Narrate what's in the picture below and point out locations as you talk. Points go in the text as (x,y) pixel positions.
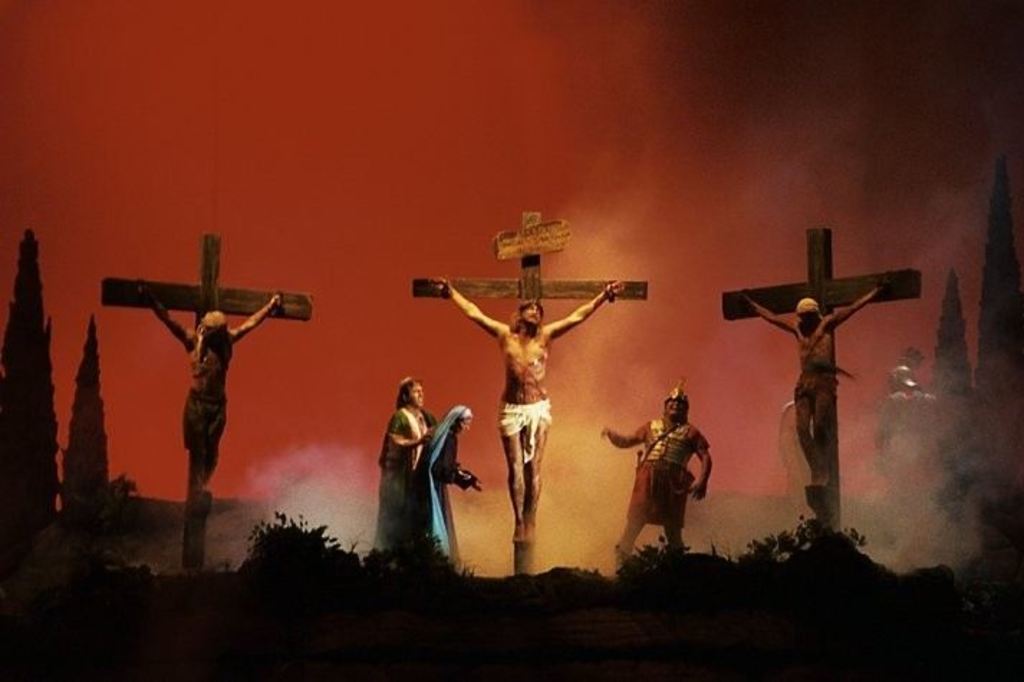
Here we can see statues (820,394), plants (817,532) and trees (46,389). Background (330,81) it is in red color.
